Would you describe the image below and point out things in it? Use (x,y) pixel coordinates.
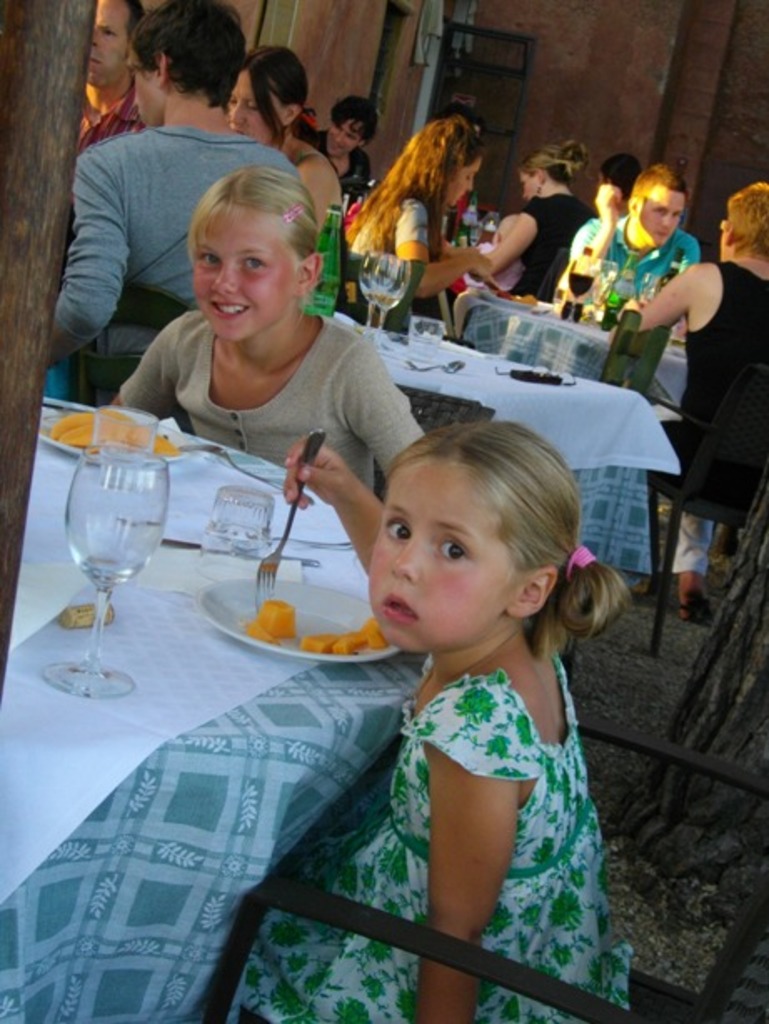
In this image there are group of persons (245,379) sitting on the chairs (657,340) and having their food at the foreground of the image (358,903) there are two kids (213,423) who are having their food (271,619) with forks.
